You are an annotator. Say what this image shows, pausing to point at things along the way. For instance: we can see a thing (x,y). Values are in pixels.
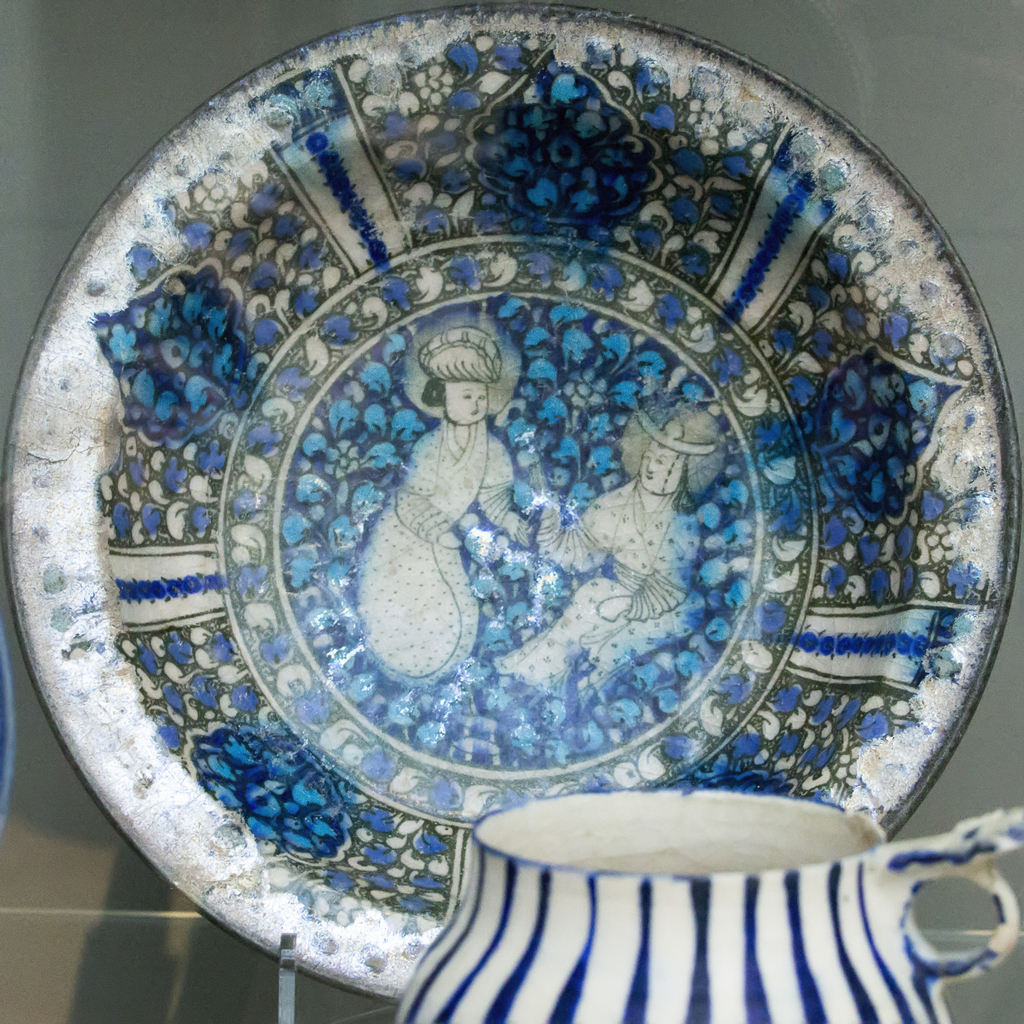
In this image I can see a plate (396,504) which is white and blue in color and I can see a cup (670,879) which is white and blue in color in front of the plate (492,510).
